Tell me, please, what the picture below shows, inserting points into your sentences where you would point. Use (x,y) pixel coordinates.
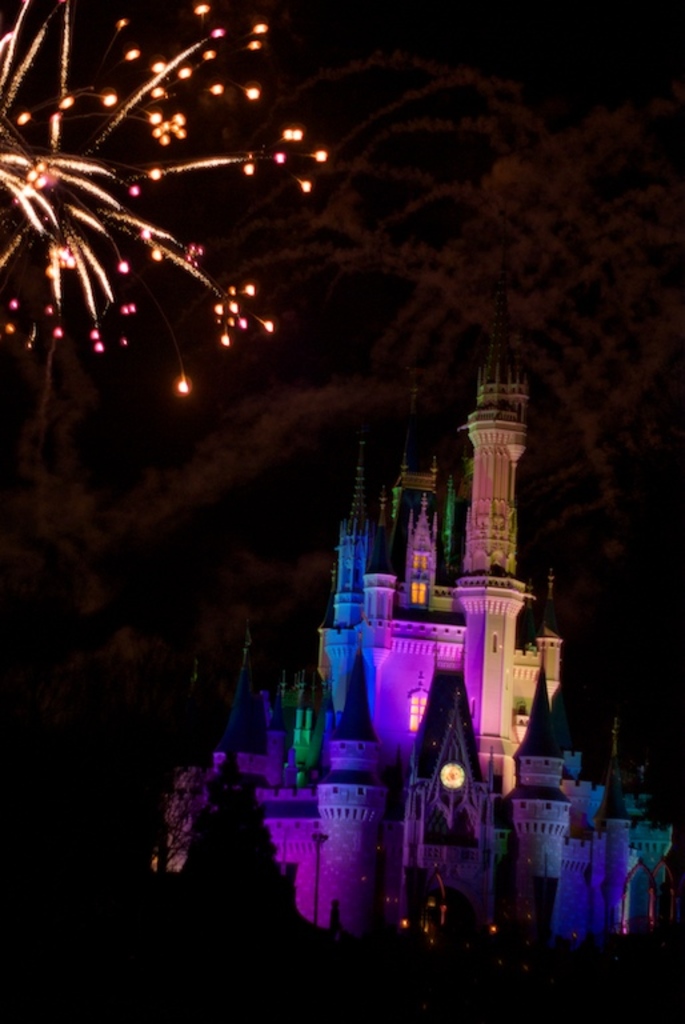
In this image there is a building (398,696) and there are lights (98,351).
